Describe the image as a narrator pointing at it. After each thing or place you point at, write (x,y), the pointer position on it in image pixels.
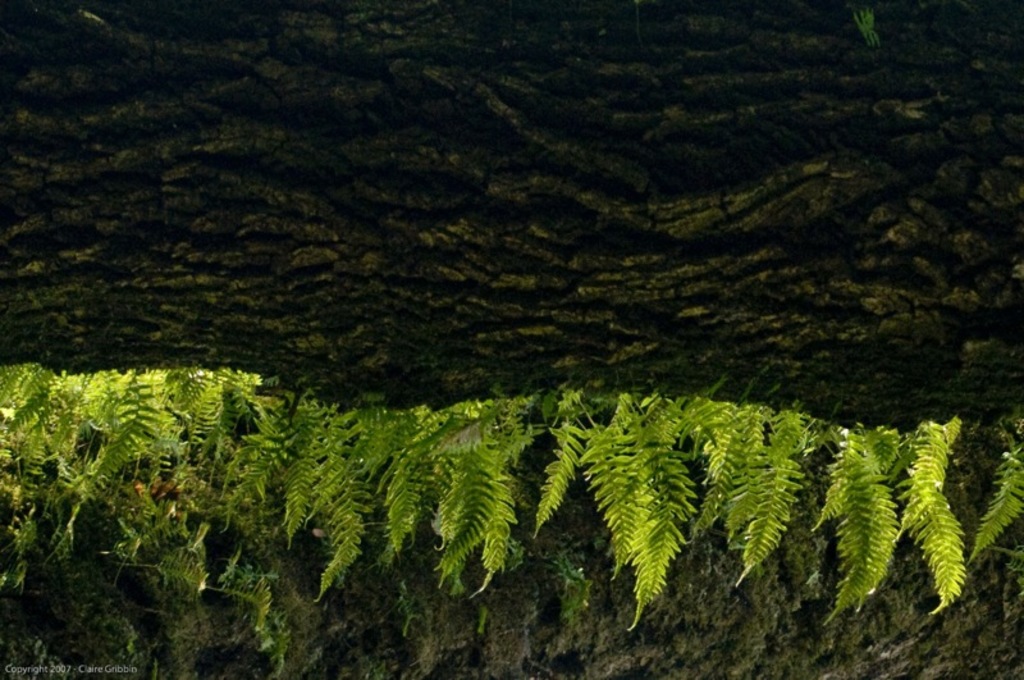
This image consists of green plants (884,511) along with the ground (548,679).
